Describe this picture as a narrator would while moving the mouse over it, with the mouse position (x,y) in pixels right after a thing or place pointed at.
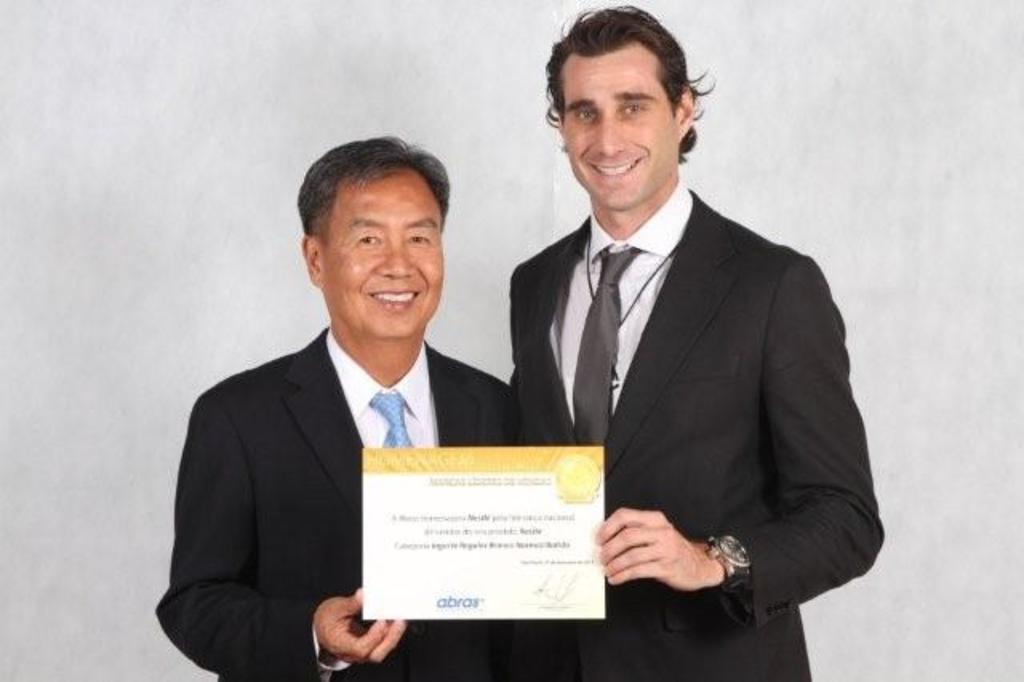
In this image two persons (514,372) are standing and wearing a suit (653,404) and holding some certification card (513,515).
